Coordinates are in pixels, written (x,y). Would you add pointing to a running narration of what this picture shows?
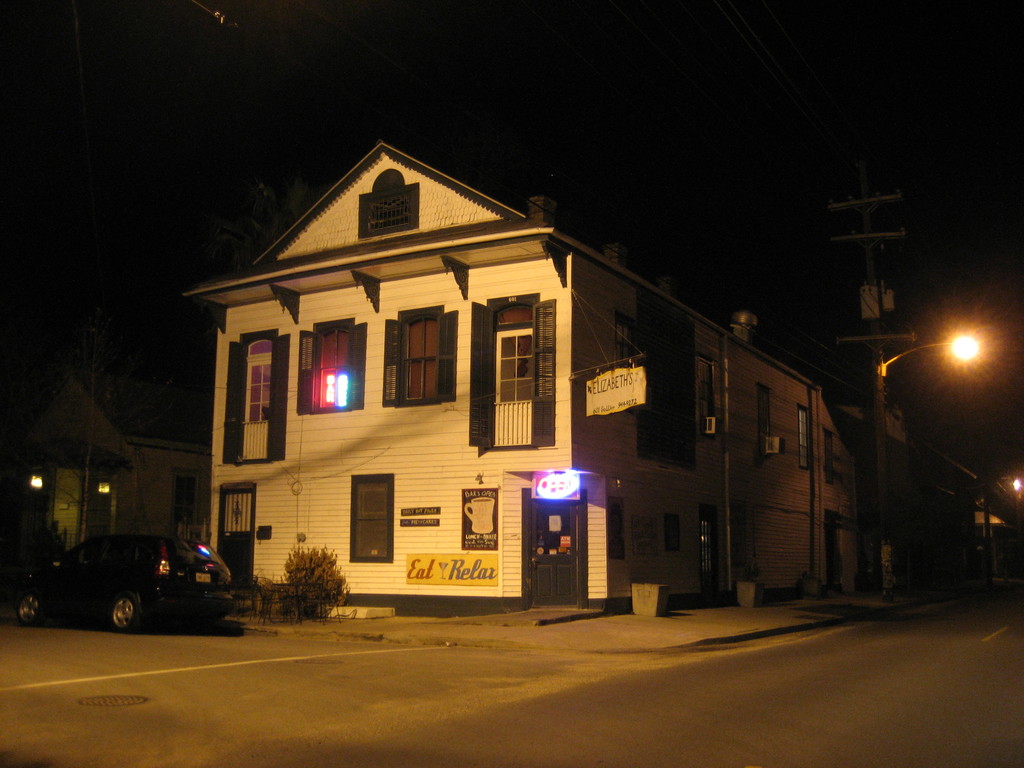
This picture is clicked outside the city. In this picture, we see the road (395,663). On the left side (136,573), we see a car (87,611) in black color is parked on the road (161,634). Behind that, we see a building (385,497) in white color. In front of that, we see a shrub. On the right side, we see a street light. In the background (92,441), it is black in color and this picture is clicked in the dark.
